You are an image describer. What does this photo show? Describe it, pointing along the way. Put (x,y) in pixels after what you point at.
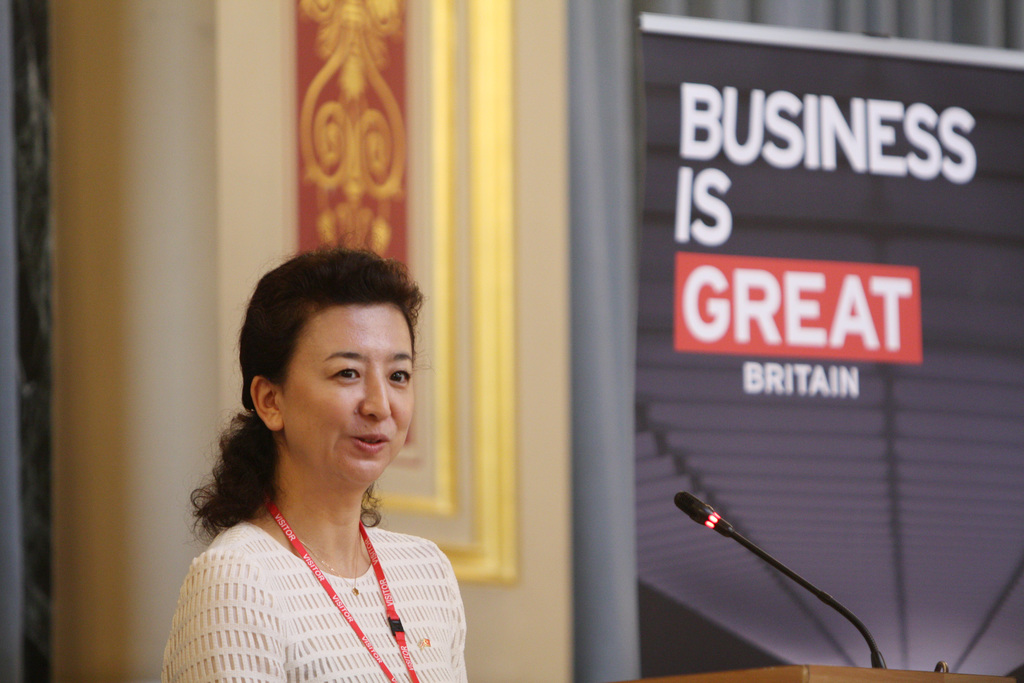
In this image we can see a woman (351,503) wearing the tag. In the background (388,229) we can see the frame (514,350), wall (527,578), banner (894,141) and also a pillar (169,167) on the left (124,226). We can also see the mike (723,520).
